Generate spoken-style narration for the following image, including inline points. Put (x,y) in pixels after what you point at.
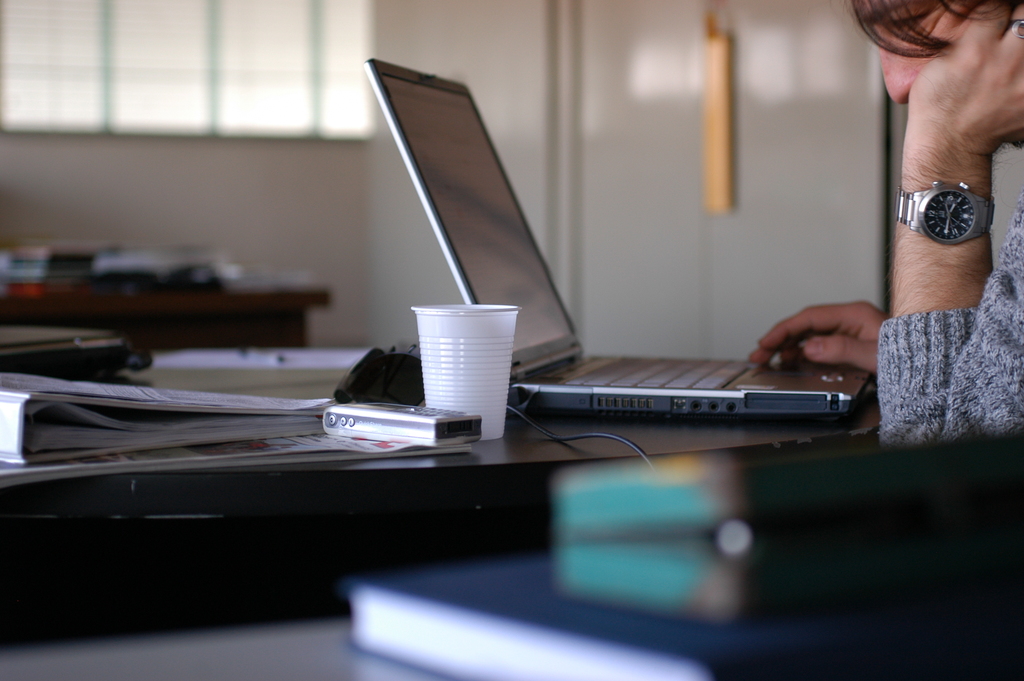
In the image we can see there is a person (979,292) who is sitting and in front of him there is a laptop (607,377) on table (593,441) and there is a glass (491,422) and mobile phone (383,427) also.
